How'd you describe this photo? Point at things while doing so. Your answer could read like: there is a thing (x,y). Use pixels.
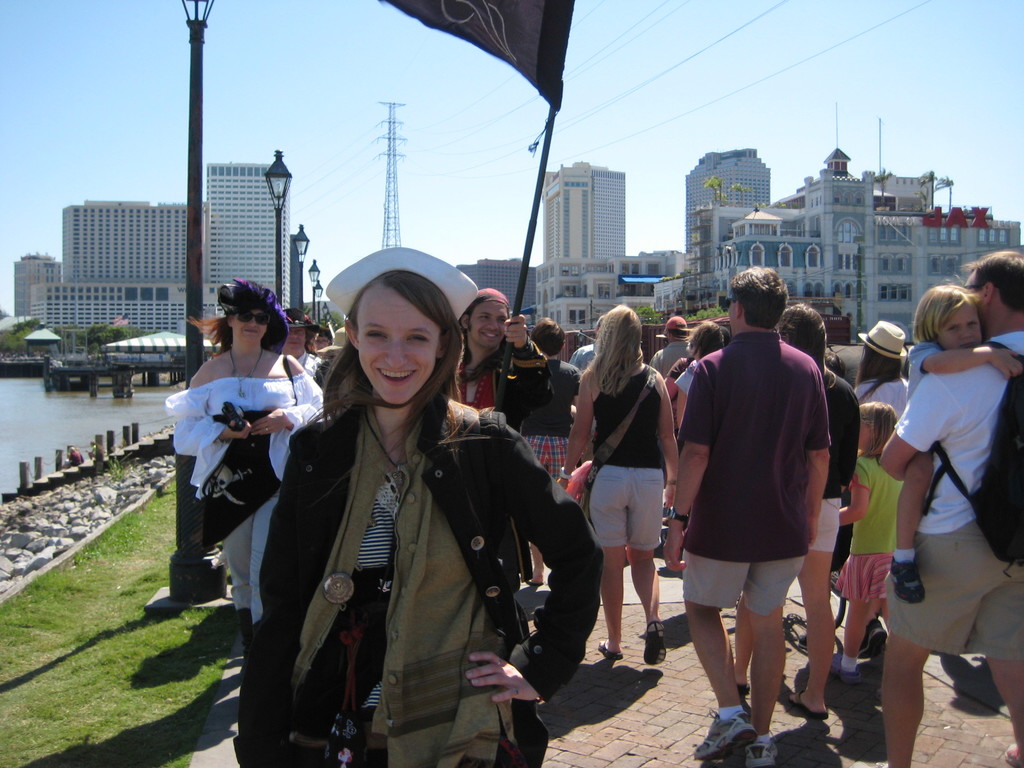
This is the woman (421,540) standing and smiling. There are group of people (768,491) walking. This looks like a flag (525,29), which is hanging to the pole (529,255). These are the buildings (264,229). There is a current pole (199,213). I think these are the stairs (147,453). This looks like a water (81,431). I can see the trees (16,335). Here is the grass (89,648). These are the rocks (84,511).
